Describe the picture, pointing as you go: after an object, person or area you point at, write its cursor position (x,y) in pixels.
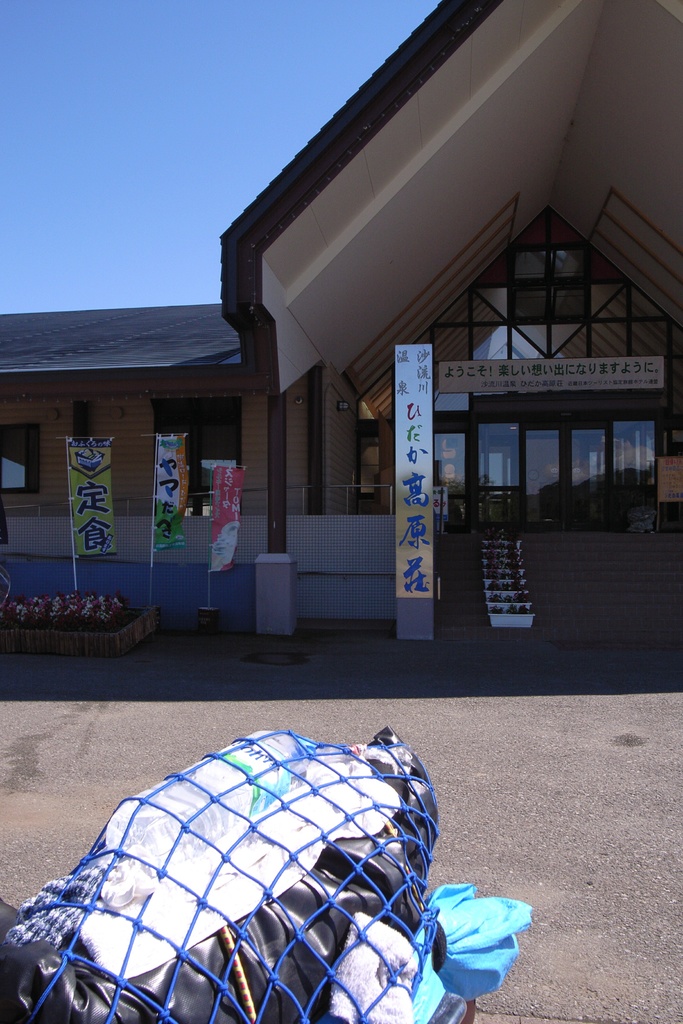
In this image we can see some clothes (371,762) tied in a net (344,821) placed on the road (498,792). On the backside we can see a house (543,602) with roof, windows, staircase (545,610) and a signboard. We can also see the flags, a board (412,433), some plants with flowers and the sky (207,132) which looks clear.
